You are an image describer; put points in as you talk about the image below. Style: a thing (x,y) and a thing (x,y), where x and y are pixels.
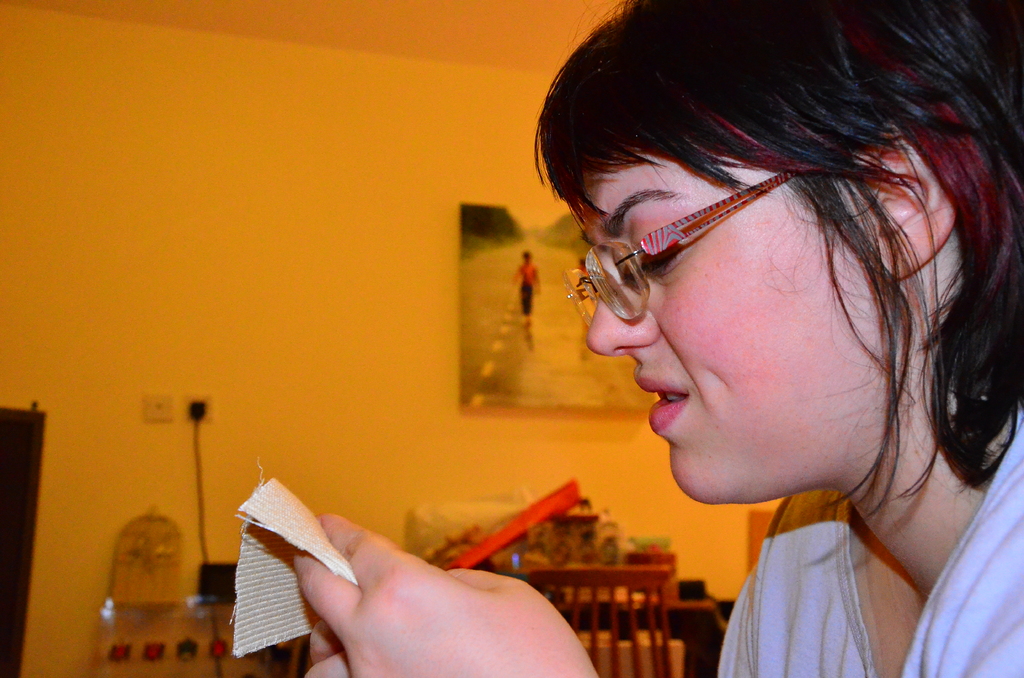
In this image we can see a woman (574,125) wearing spectacles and white T-shirt (864,638) is holding a piece of cloth (351,576) in her hands (317,580). The background of the image (632,588) is slightly blurred, where we can see wooden chair (616,577), table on which a few things (662,558) are kept, socket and a wire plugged in and the photo frame (513,336) on the wall (251,354).
